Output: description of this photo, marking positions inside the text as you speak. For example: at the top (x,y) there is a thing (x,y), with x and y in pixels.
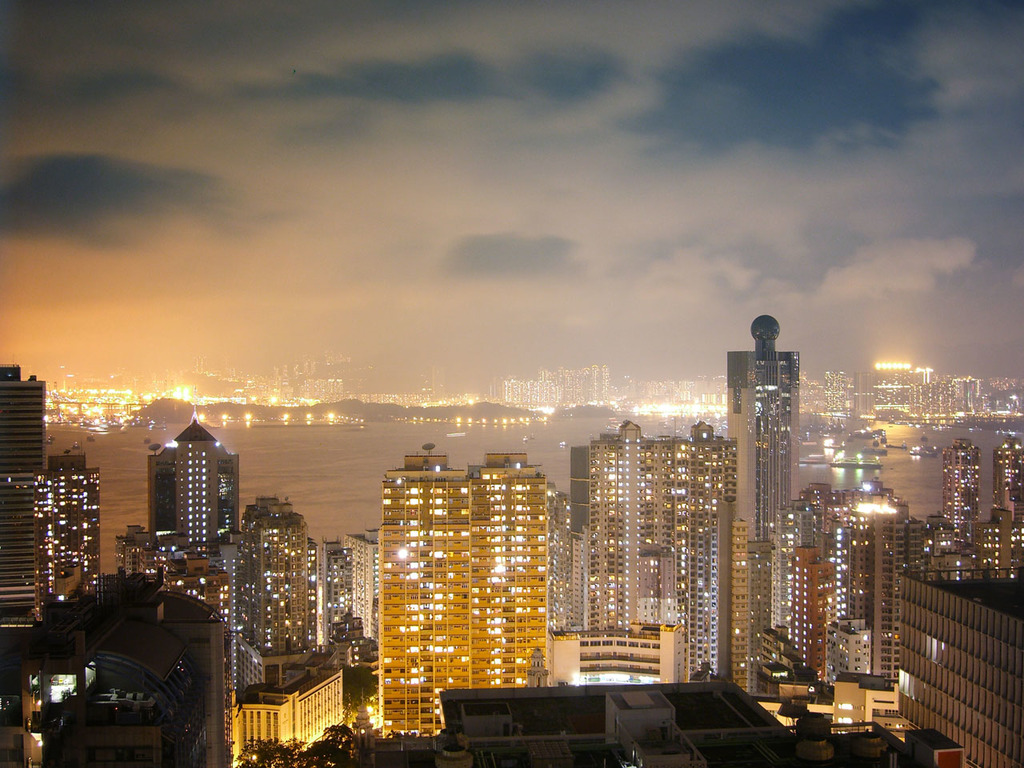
In this image we can see a group of buildings (708,524) with lights (493,570). We can also see some trees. On the backside (863,403) we can see some boats (873,437) in a large water body (335,534), a group of buildings (889,387) and the sky (663,176) which looks cloudy.
